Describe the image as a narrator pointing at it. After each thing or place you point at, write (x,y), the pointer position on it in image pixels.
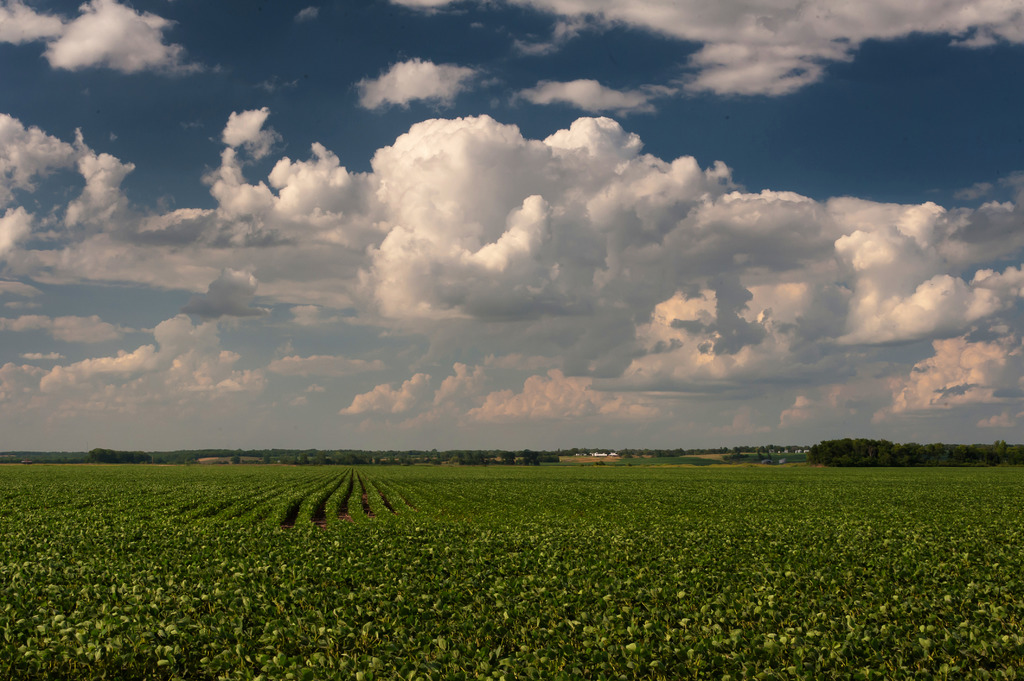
There is greenery (115,620) in the foreground area of the image (537,520), it seems like houses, trees (914,452) and the sky (608,335) in the background (712,167).
